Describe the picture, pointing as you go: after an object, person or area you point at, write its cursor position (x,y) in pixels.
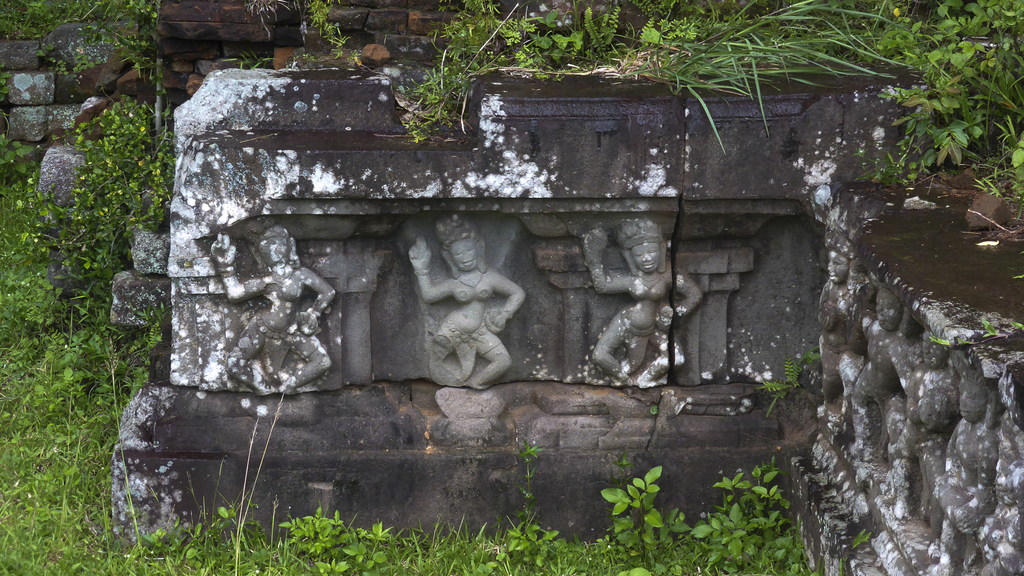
Here we can see statues (957,527) on wall (567,282) and we can see plants (578,44).
